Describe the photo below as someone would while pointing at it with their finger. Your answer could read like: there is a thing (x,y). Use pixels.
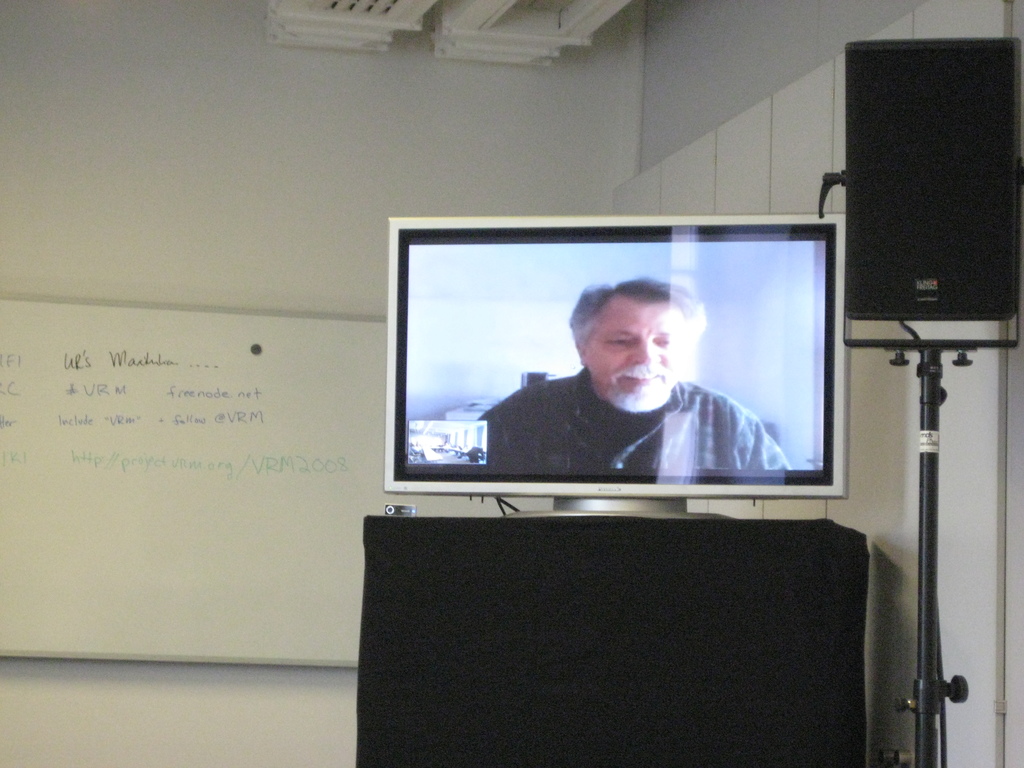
In this picture we can see a Television (599,255). On this Television screen (602,293), we can see a person (633,299) and a few things (542,374). There is a loudspeaker (1016,88) on the right side (921,177). We can see a board (162,319) on the left side (166,344). Some text (174,401) is visible on this whiteboard (103,499). There is a wall (222,162) and white objects (386,3) on top (410,8).
